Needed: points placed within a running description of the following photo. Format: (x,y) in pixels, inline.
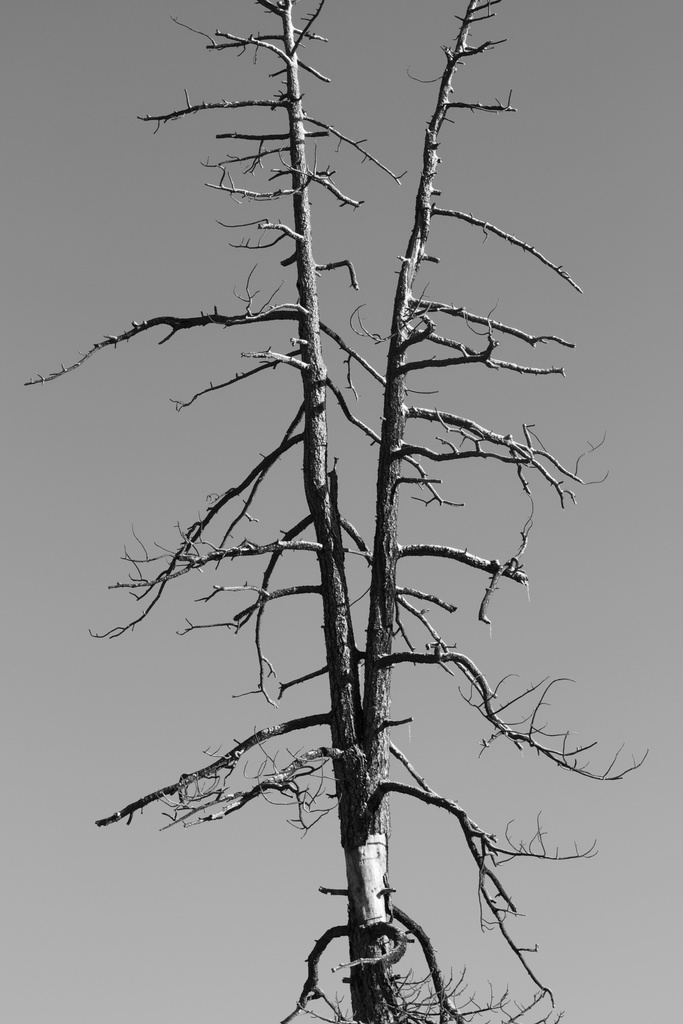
This is a black and white image. We can see a dried tree (297,806). We can also see the background (24,785).
